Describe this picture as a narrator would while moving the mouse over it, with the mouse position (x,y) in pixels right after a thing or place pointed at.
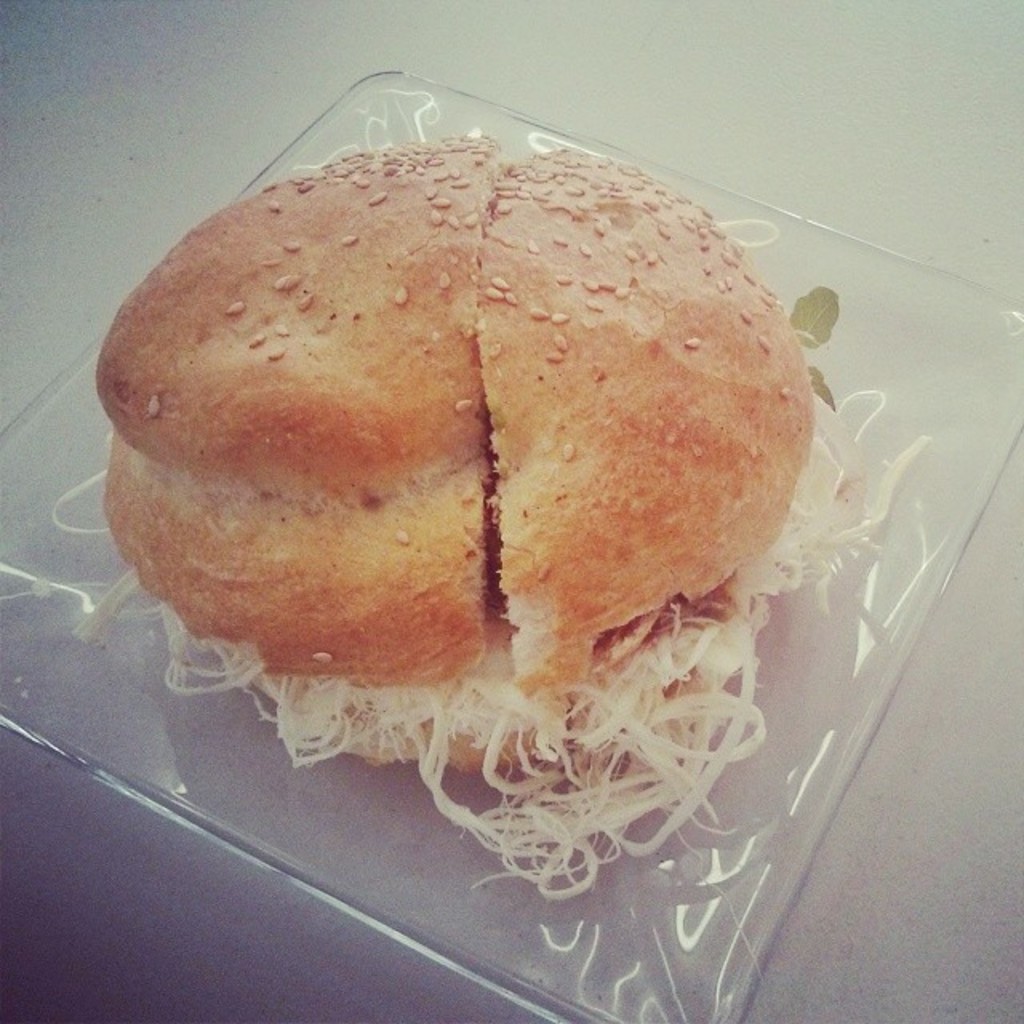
In this picture we can see burger (574,451).
